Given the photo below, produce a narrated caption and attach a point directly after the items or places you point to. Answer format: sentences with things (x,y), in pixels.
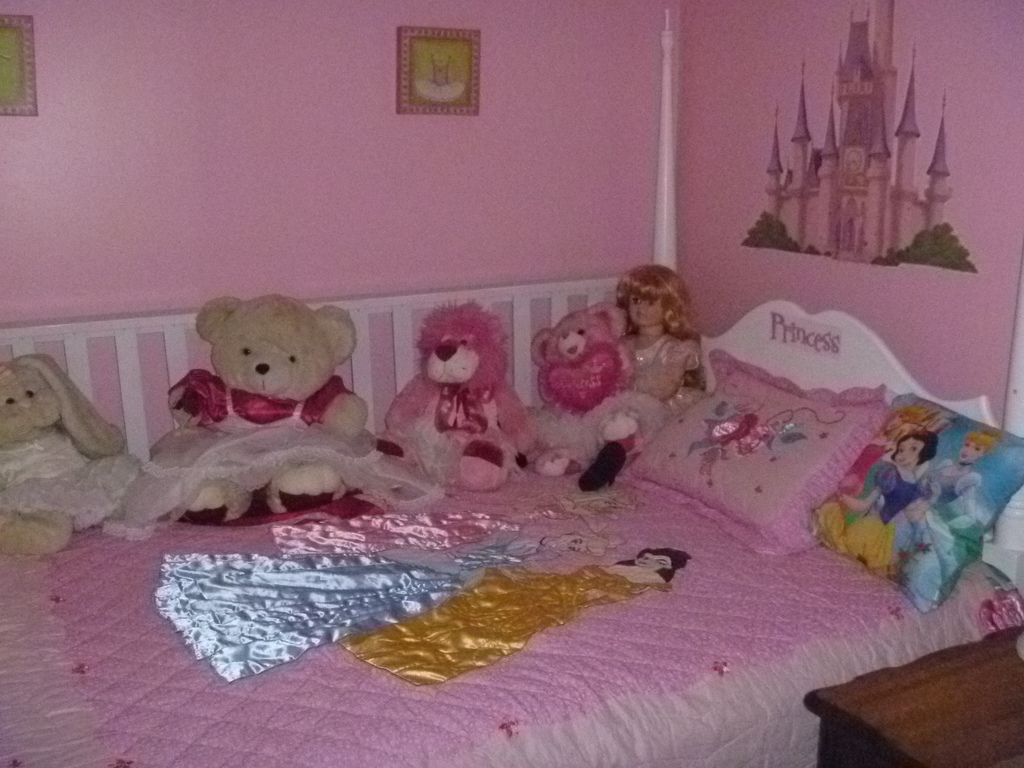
This image is having a bed (101,670) and different toys (598,366) on it. There are two pillows (726,365) and one pillow (1002,449) is animated images (992,465) on it. One side of the wall (732,291) is painted with house image (864,29), other side there is a picture frames (480,35).
